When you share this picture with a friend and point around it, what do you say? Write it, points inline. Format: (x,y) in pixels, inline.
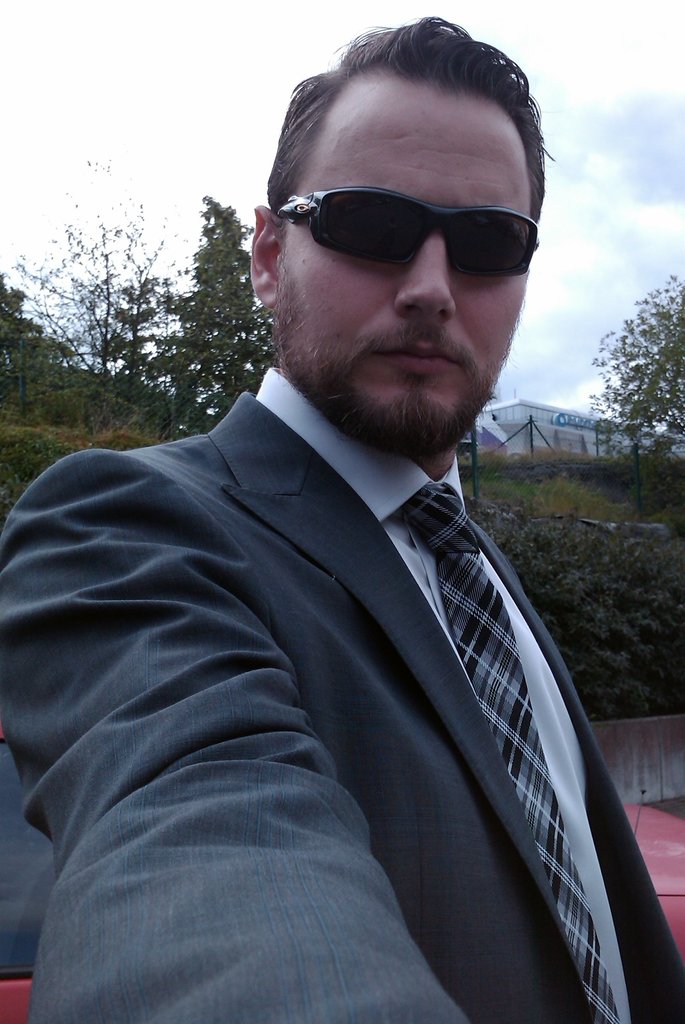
In this picture there is a man (281,514) wearing grey color coat (334,737), white shirt (575,826) and black sunglasses (401,240) taking a selfie. Behind there are some trees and white color house (573,423).
